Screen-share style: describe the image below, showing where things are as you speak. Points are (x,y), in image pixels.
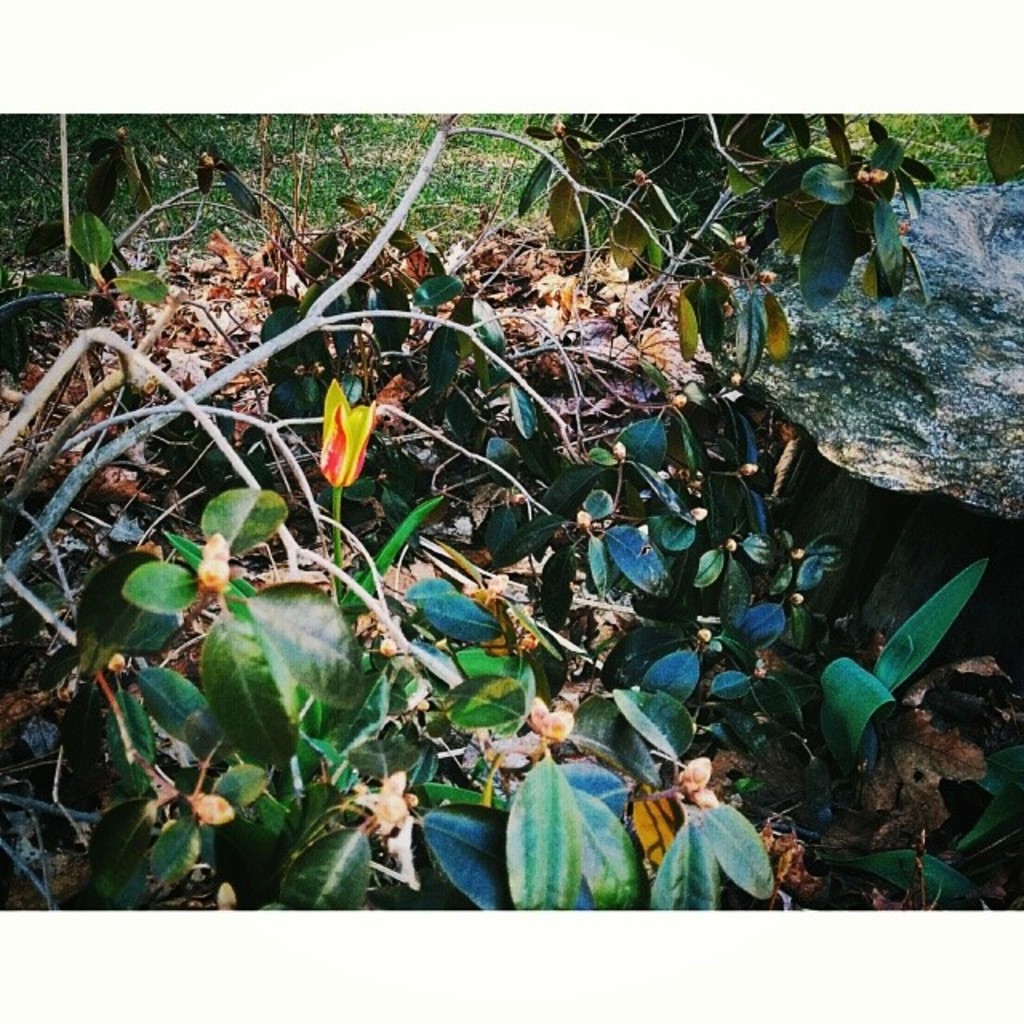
In this picture we can see plants (377,353), leaves (681,317) and dry leaves (549,313) and branches (265,211).
